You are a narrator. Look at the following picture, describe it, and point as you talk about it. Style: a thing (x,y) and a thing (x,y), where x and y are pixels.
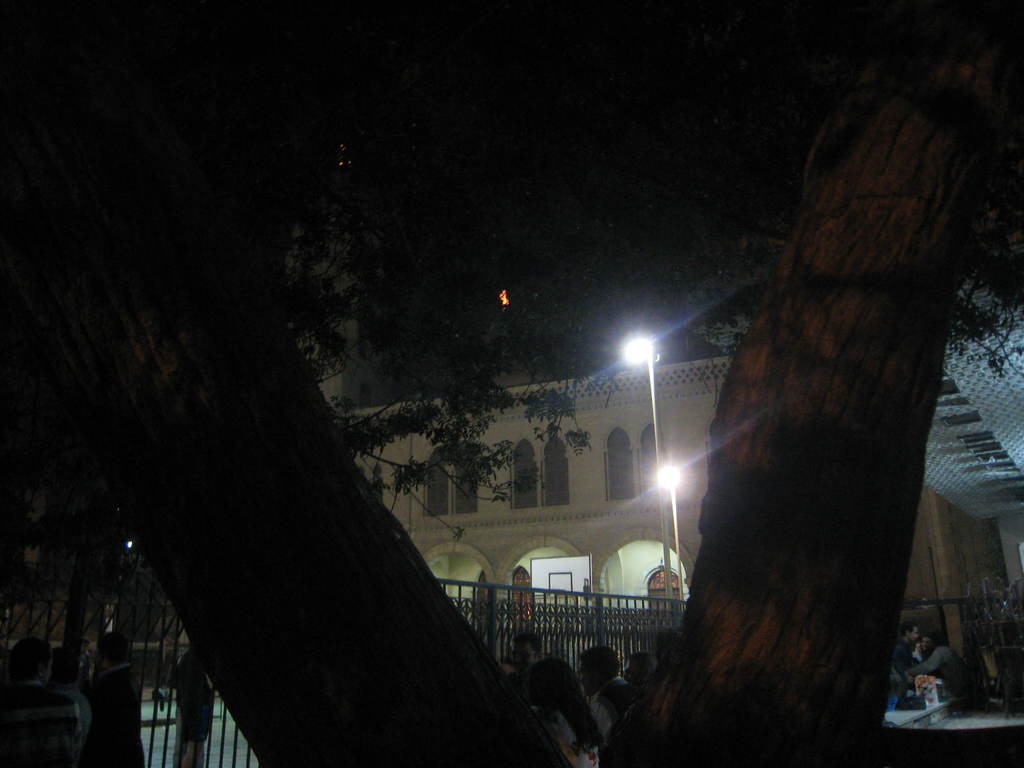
This is an image clicked in the dark. Here I can see two tree trunks (248,498). Behind there are many people (592,675). In the background (627,529) there is a building (588,537) and also there are two light poles (670,476). On the right side (924,667) there are few people (918,660) sitting.
